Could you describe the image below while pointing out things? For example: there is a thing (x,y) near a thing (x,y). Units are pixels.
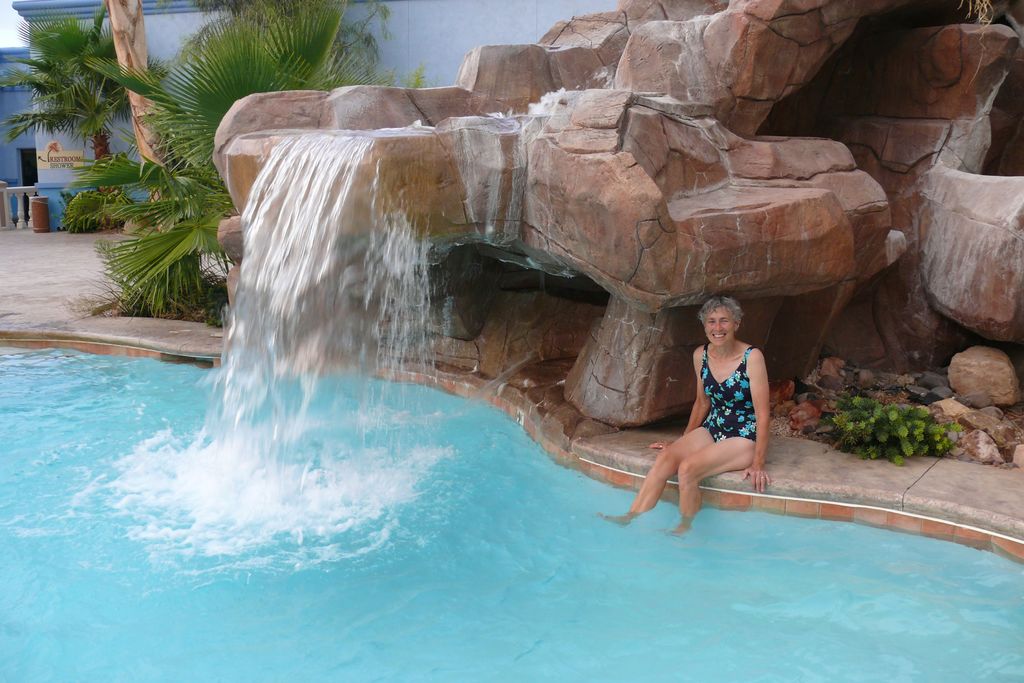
There is a person (703,412) sitting near the pool (581,515). Back of her there are rocks (661,128). From that water (318,148) is falling to the pool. In the back (208,169) there is a building (430,34) and trees (123,109).
